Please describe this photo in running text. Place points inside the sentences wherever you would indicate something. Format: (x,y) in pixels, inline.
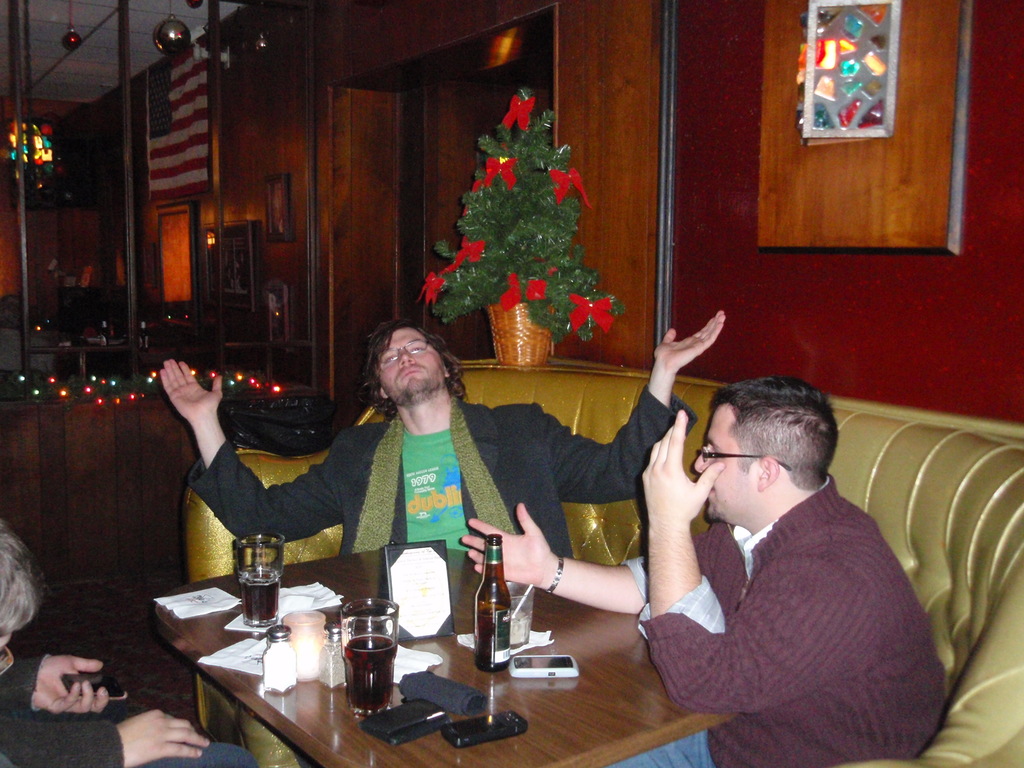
In this image i can see 2 persons (557,488) sitting on the couch (941,527), and there is a table (296,733) in front of them. On the table (336,711) i can see a beer bottle (508,655), cellphones (463,726), glasses (381,688), and some tissue papers (206,597). In the background (506,353) i can see a Christmas plant (484,220), a flag (200,167) and a wall (285,121).
